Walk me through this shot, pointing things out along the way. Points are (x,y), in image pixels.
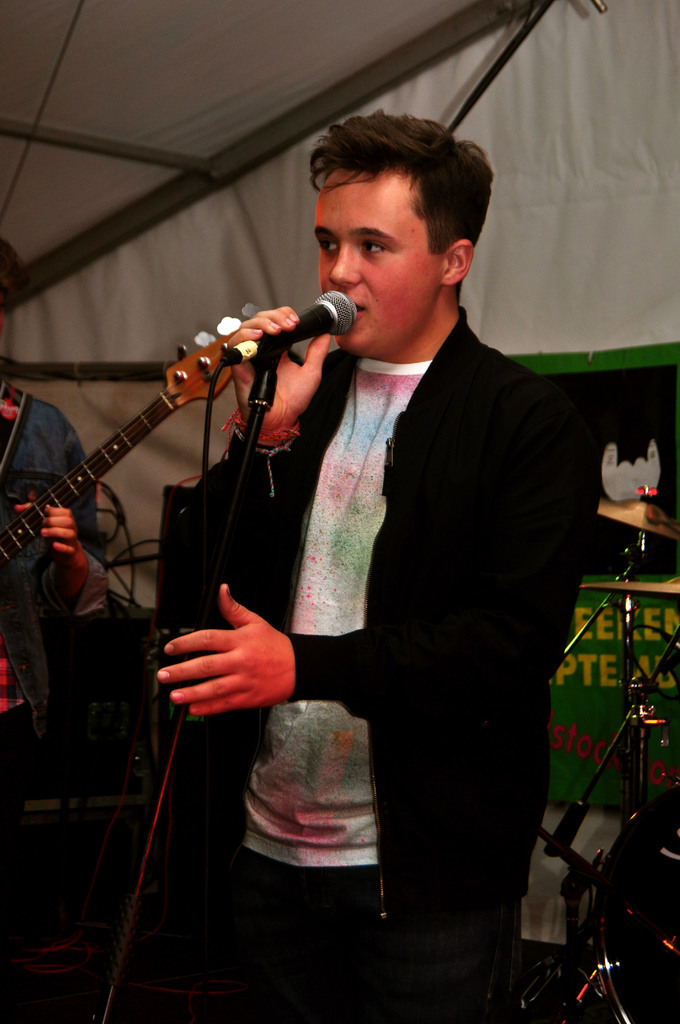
In this image, In the middle (453,354) there is a boy (484,416) standing and holding a microphone (344,309) which is in black color and he is singing in the microphone (319,319), In the background (64,451) in left side (37,458) there is a person (31,486) standing and holding a music instrument (141,422) and there is a white color curtain (565,91).
